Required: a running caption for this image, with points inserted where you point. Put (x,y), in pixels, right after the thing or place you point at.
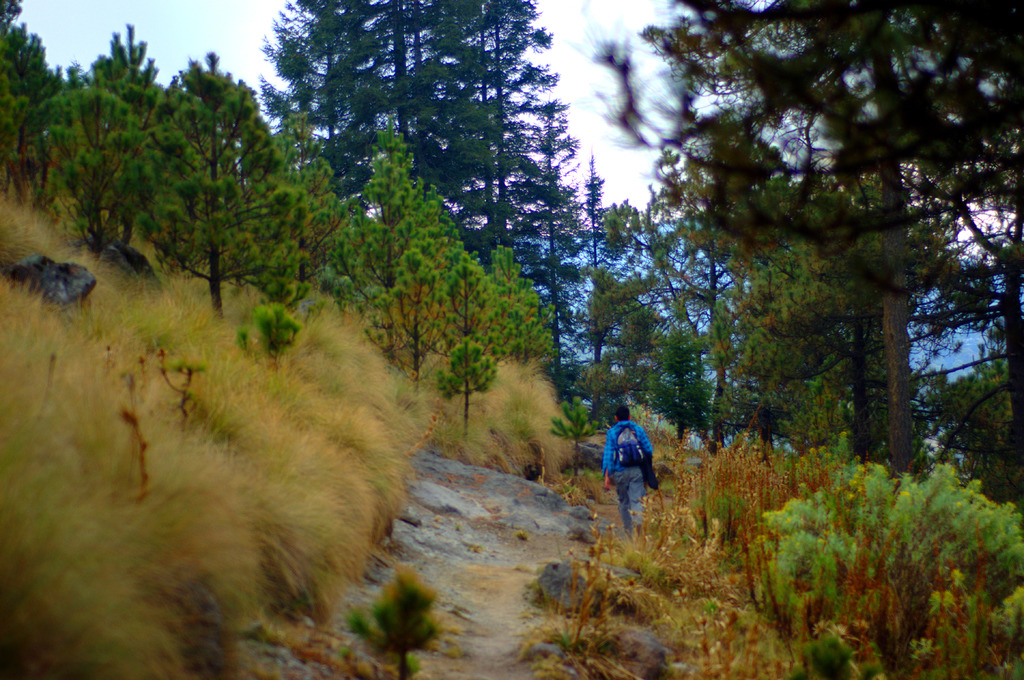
In this image I can see in the middle (615,449) a person (626,491) is walking, there are trees (666,391) on either side of this image. At the top (575,70) there is the sky (590,113).
